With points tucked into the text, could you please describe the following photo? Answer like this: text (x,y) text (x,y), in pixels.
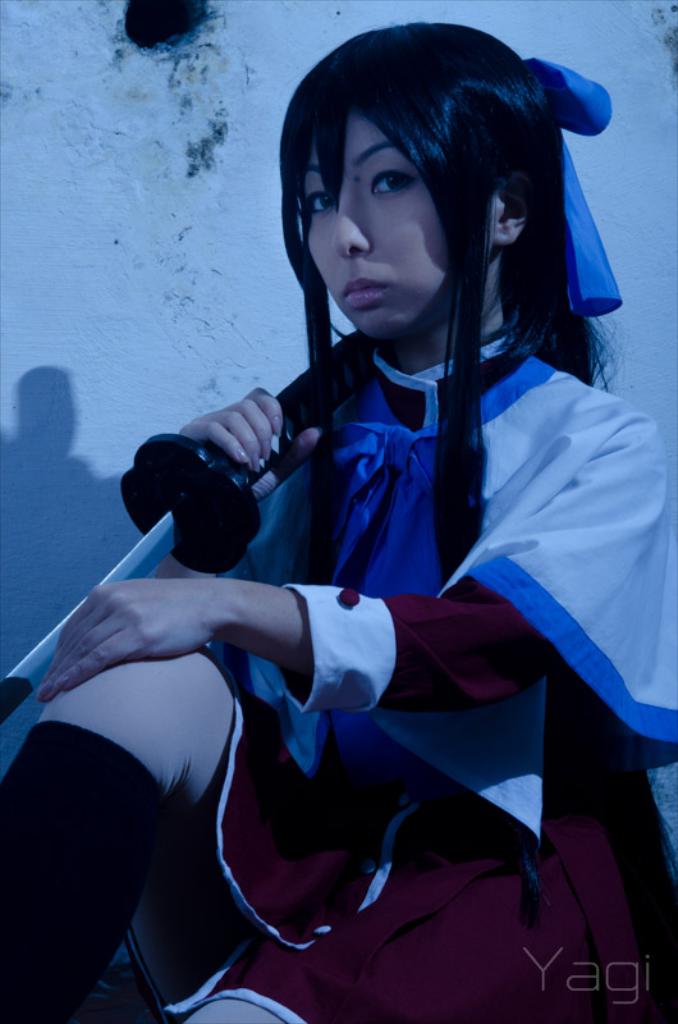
In this picture I can see there is a woman (88,658) sitting and she is wearing a dress (462,624) and holding a sword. There is a wall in the backdrop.
